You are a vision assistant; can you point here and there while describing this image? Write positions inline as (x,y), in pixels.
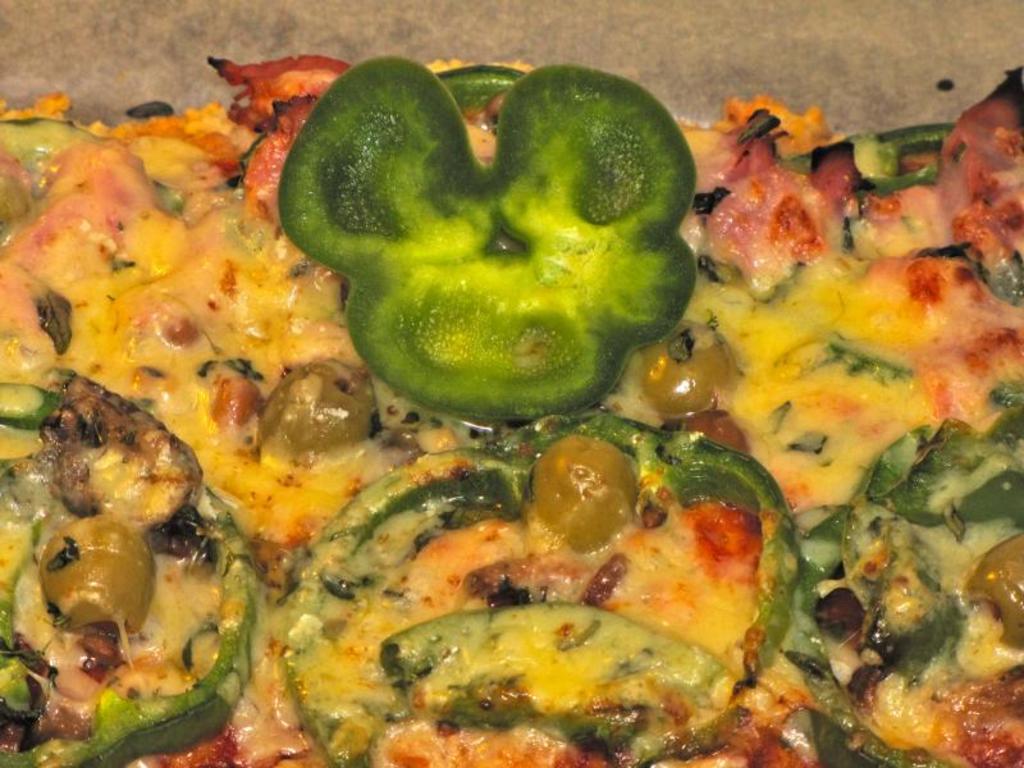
There is a food item (417,453) with pieces of capsicum (550,318) and some other items (131,311).
